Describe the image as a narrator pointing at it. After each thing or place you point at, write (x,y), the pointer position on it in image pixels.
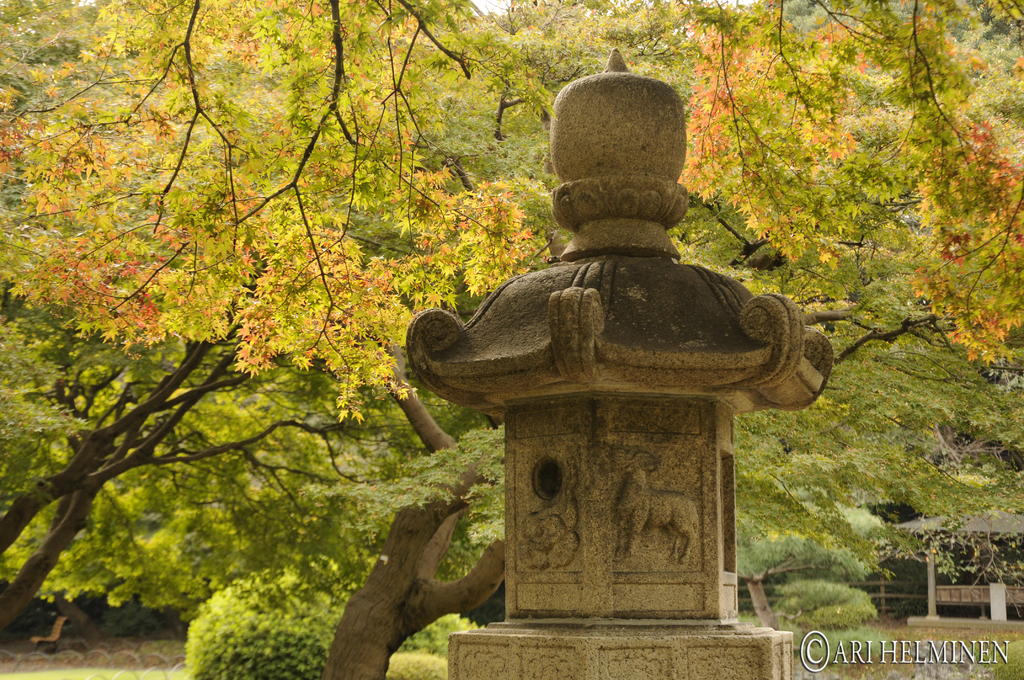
In this image there is a stone pillar (672,540) in the middle (676,446). On the pillar (731,540) there are some sculptures (662,515). In the background (283,233) there are trees (796,220).
